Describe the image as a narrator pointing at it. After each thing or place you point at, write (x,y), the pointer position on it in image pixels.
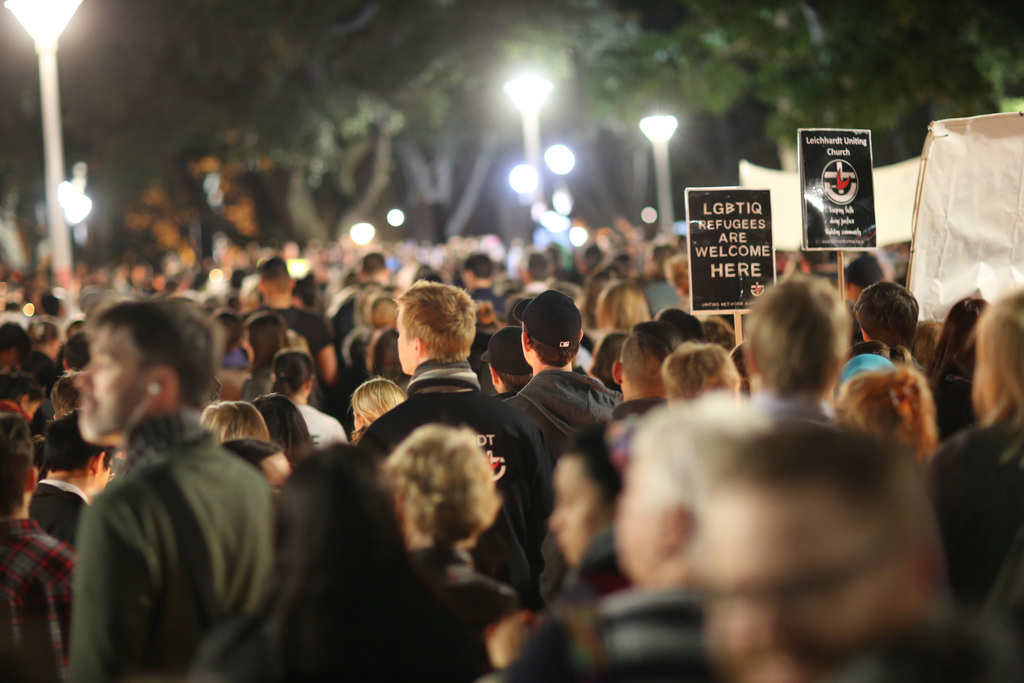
There is a crowd (414,386) present at the bottom of this image (538,566). We can see lights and trees (423,120) in the background (430,107) and there are posters (751,235) present on the right side of this image (930,251).
